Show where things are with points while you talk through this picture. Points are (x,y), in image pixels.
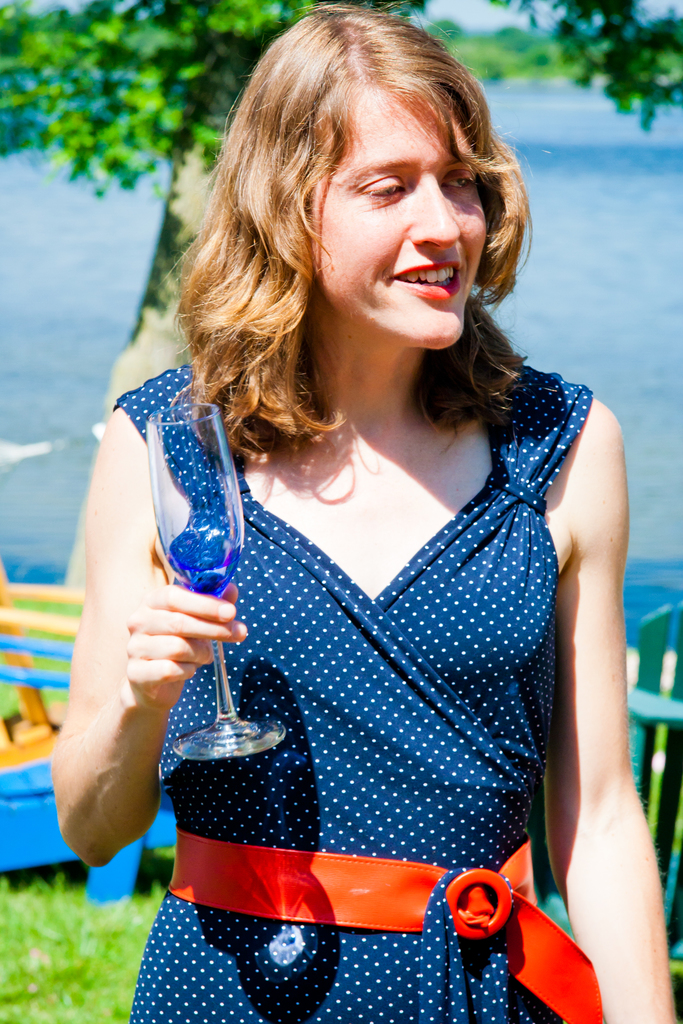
This image is taken outdoors. In the background (460,34) there are a few trees (562,44) and plants (537,47) on the ground (89,983). At the bottom of the image (76,976) there is a ground (58,903) with grass (86,889) on it. On the left side of the image (18,815) there is a resting chair (18,733) on the ground (75,925). In the middle of the image of a woman (268,652) is standing and she is holding a wine glass (221,517) in her hand (236,607) and she is with a smiling face (432,329).
